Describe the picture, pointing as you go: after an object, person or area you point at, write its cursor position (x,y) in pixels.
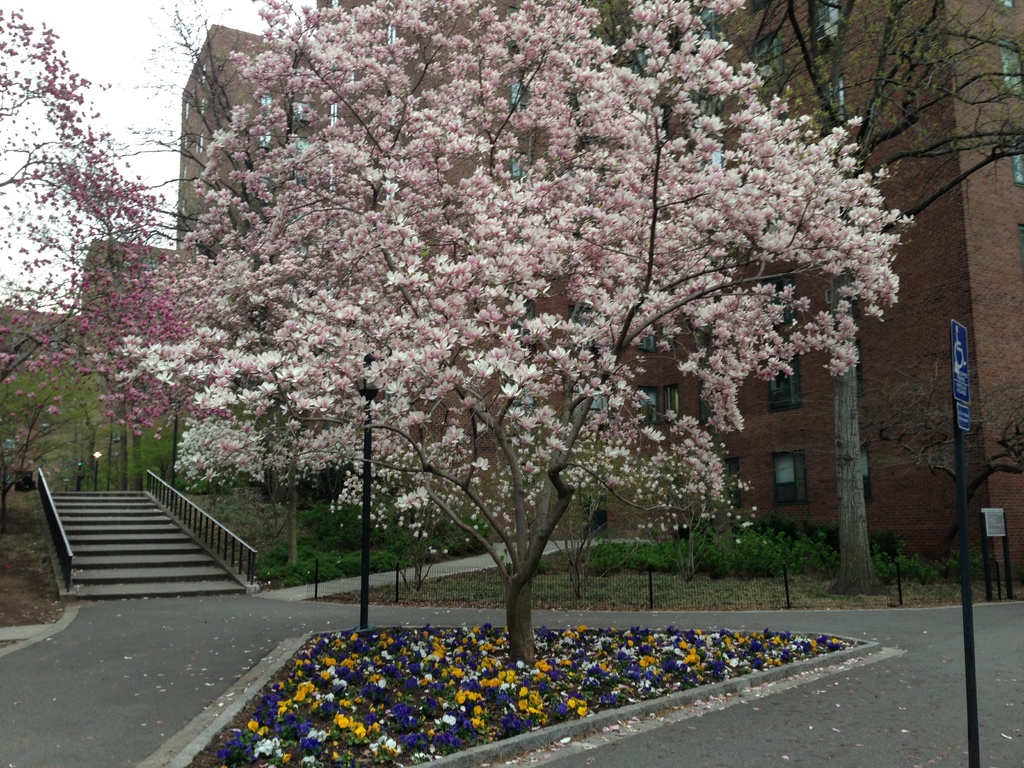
In this image there are trees (316,352) and we can see blossoms (550,257). In the background (891,360) there are buildings (809,359) and we can see boards (962,396). In the background (147,72) there is sky (139,89). On the left (96,499) there are stairs (97,538).
